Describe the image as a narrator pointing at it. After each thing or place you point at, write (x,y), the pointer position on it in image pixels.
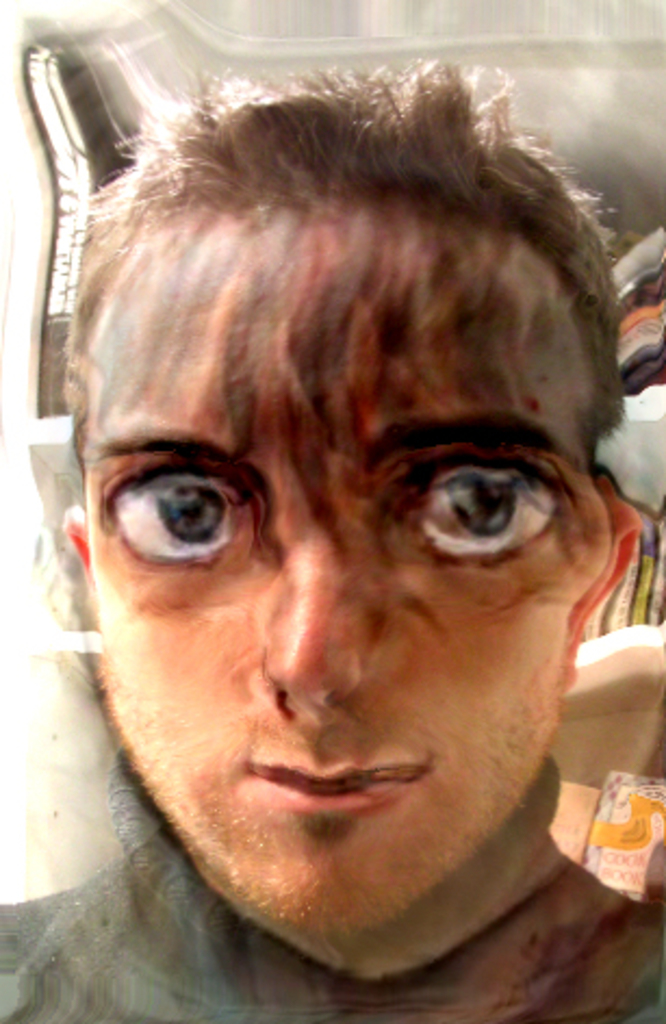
This is an edited image of a person (567,903). On the backside (620,592) we can see some books (627,589) placed in the shelves (653,693).
